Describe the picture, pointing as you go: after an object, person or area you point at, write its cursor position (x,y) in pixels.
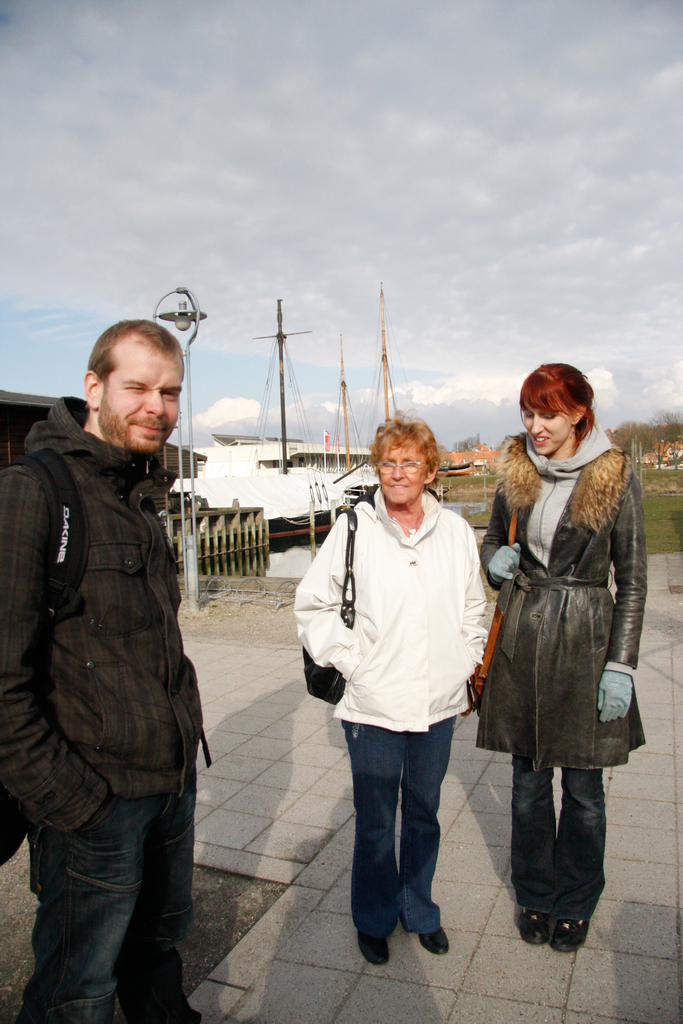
In this image I can see few persons (191,1018) are standing on the ground (449,934). In the background (306,557) I can see the water (298,554), few boats (304,499), the ground (669,509), few buildings (669,442), few trees (643,434) and the sky (416,198).
